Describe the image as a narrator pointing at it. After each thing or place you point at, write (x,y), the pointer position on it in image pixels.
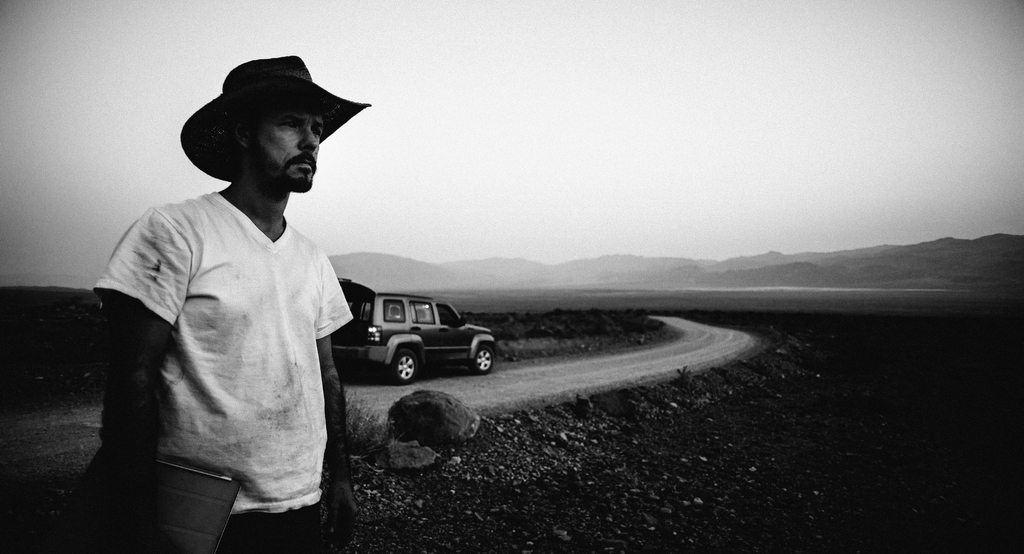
In this black and white picture there is a person (183,239) wearing a cap (223,136). He is standing on the land (437,469) having rocks (428,426) and plants (383,430). He is holding an object (189,500). There is a vehicle (440,357) on the path (570,372). Background (407,277) there are hills (497,260). Top of the image (589,117) there is sky (584,169).
